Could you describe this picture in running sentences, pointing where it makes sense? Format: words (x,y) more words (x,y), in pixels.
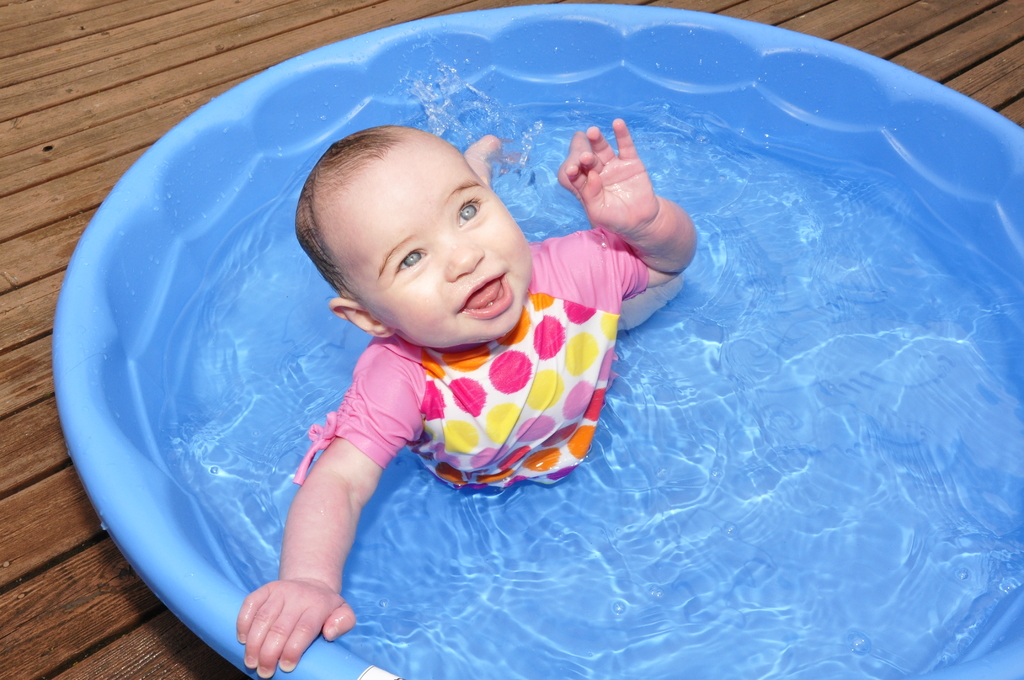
In this image a baby (567,287) is in the tub (172,262) having water (722,520). Tub (221,634) is kept on the wooden floor (101,33).
